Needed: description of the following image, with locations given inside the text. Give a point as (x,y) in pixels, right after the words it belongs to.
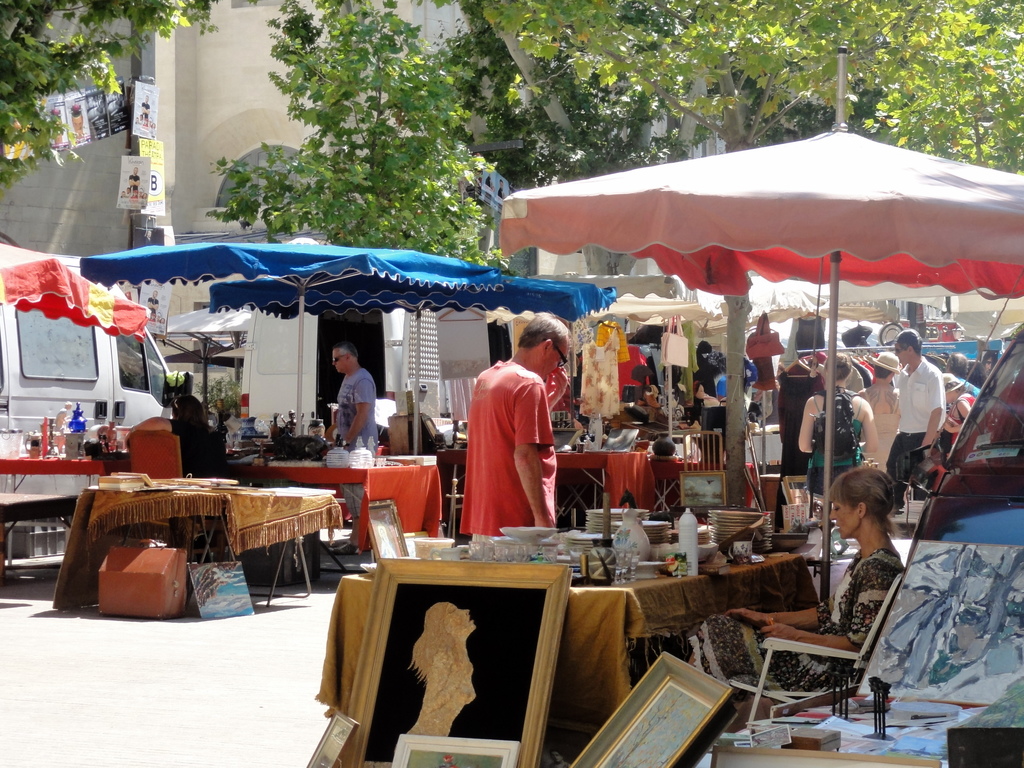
There is a woman (793,669) sitting on chair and there is a person (479,451) standing and we can see frames (473,658). We can see plates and some objects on table (651,612). On the background (854,414) we can see stalls (431,320) and persons (887,431) and we can see wall (185,116), trees (380,189) and vehicle (24,336).
